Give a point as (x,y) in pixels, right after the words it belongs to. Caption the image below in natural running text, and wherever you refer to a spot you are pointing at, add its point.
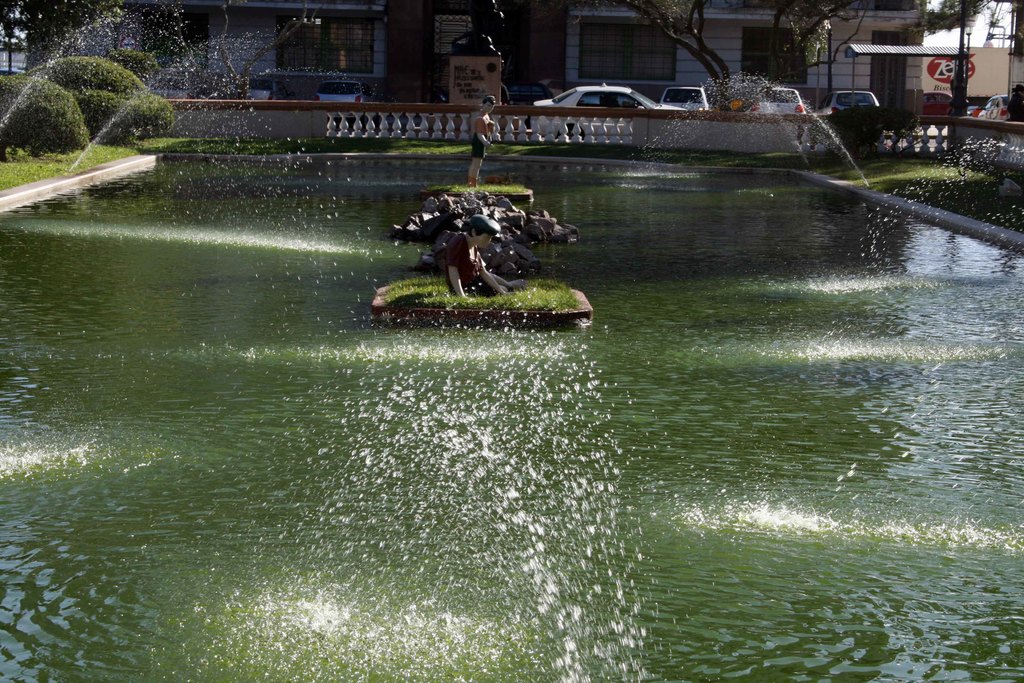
In this image we can see buildings (846,74), shed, motor vehicles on the floor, fountains (222,165), bushes (69,76), sky (983,21), trees (922,8), grass (541,293), statues (470,261) and stones (508,216).
